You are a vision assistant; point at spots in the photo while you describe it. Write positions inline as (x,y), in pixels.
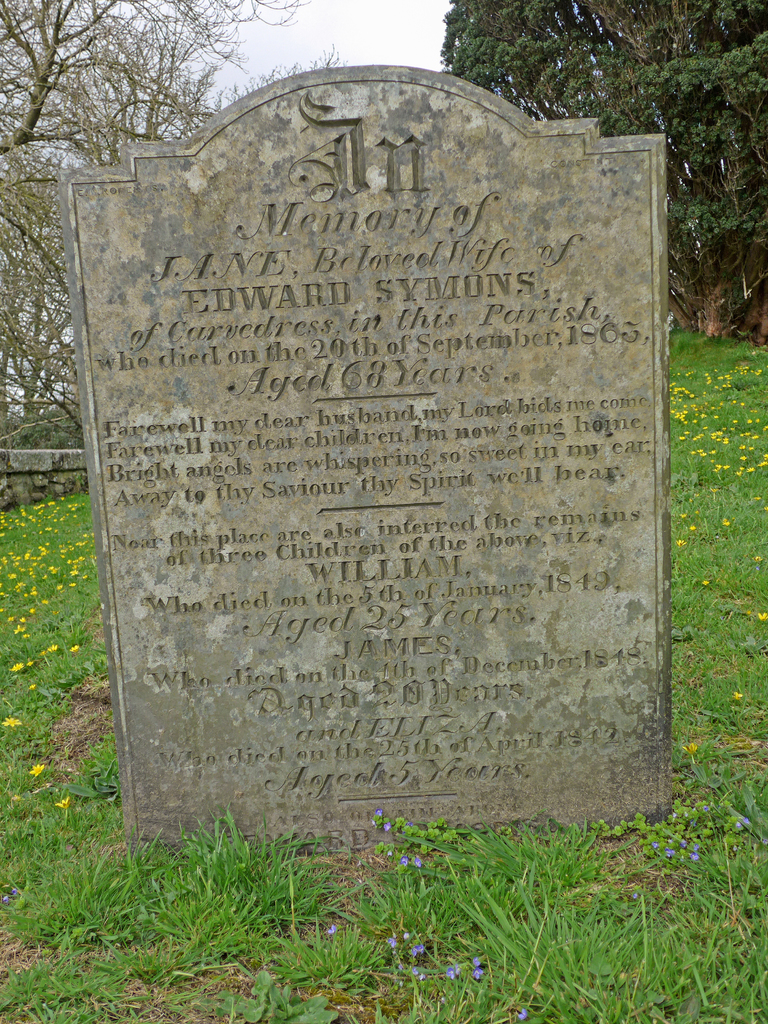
In the center of the image (344,427) we can see one headstone (344,427). On the headstone (393,378), we can see some text (390,415). In the background (367,14), we can see the sky (308,6), clouds (308,6), trees (36,64), grass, flowers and a few other objects (19,493).
